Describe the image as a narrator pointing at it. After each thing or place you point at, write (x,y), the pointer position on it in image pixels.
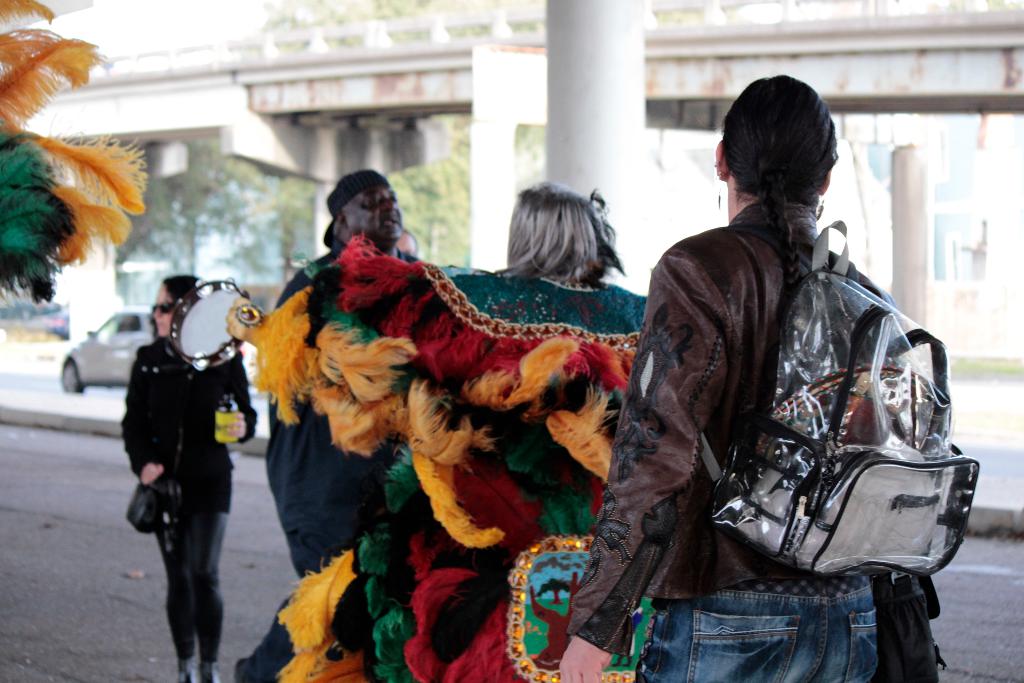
This picture shows few people (373,324) standing and woman (169,441) walking holding a bottle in her hand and she wore a hand bag (134,505) and we see couple of them (447,449) wore fancy dress (439,404) and we see a man (342,234) wore cap (363,182) on his head (374,218) and another man (736,287) wore backpack (787,438) on his back (858,528) and we see a bridge (332,109) and a car (111,331) on the road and few trees (408,204) and buildings (997,306).
